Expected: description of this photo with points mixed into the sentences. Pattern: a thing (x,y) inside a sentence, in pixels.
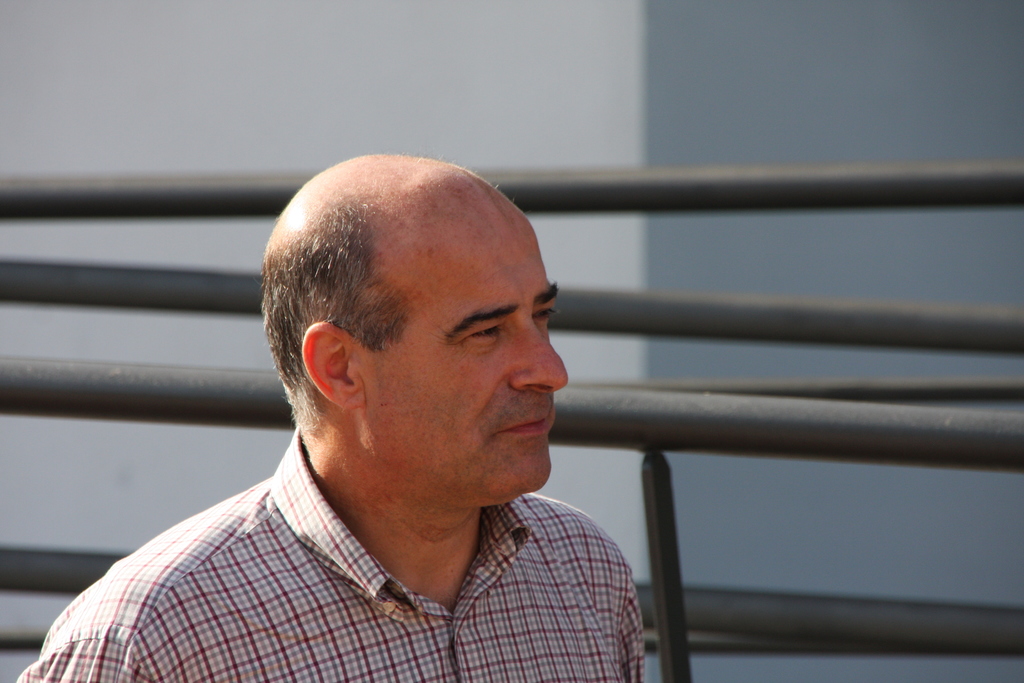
In this image I can see a man (518,558) is looking at the right side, he is wearing the shirt (362,602). At the back side (638,414) it looks like there are metal rods (80,566).
